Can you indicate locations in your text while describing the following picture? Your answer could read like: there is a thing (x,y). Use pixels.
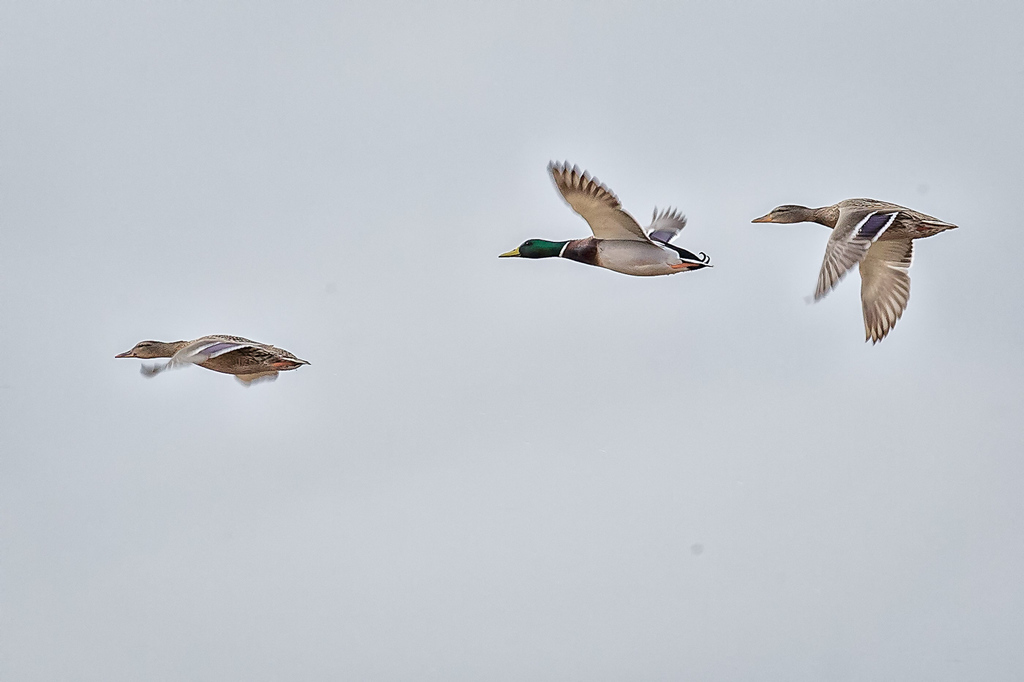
In this image we can see the birds (272,347) flying in the air (464,424). In the background (449,410) we can see the sky (505,464).
